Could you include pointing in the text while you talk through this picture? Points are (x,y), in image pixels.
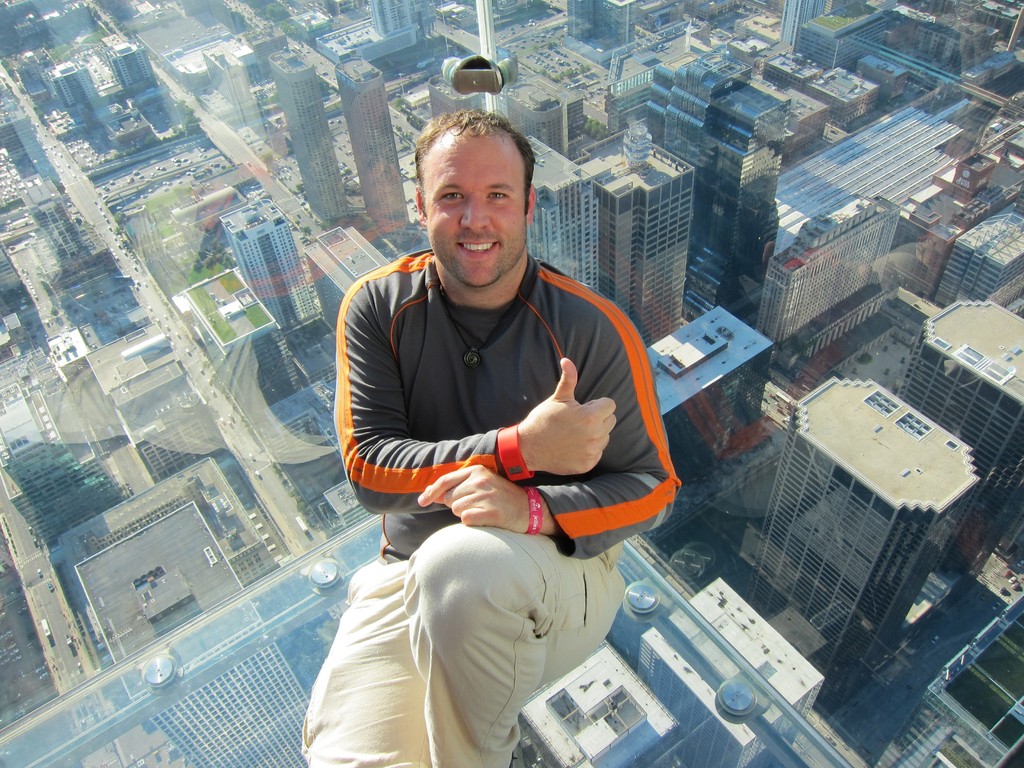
In this picture we can see a man (500,304), he is smiling, in the background (841,250) we can see few buildings (765,100).
